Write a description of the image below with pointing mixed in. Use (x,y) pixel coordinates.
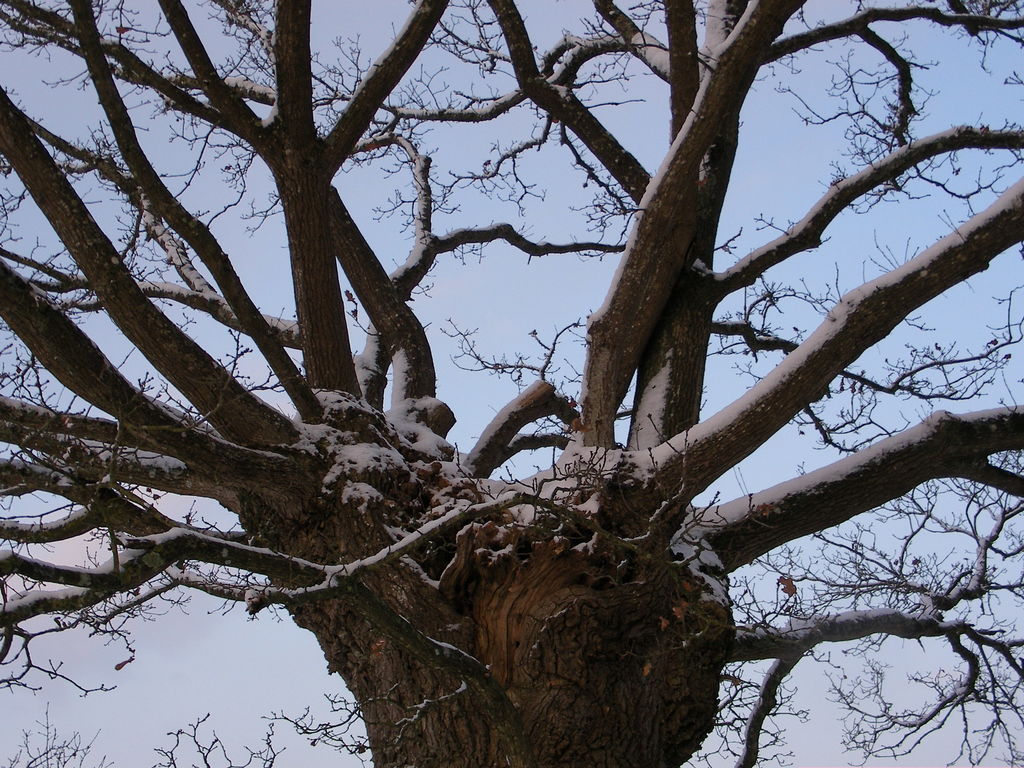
In the image we can see there is a tree (437,455) which is without leaves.
